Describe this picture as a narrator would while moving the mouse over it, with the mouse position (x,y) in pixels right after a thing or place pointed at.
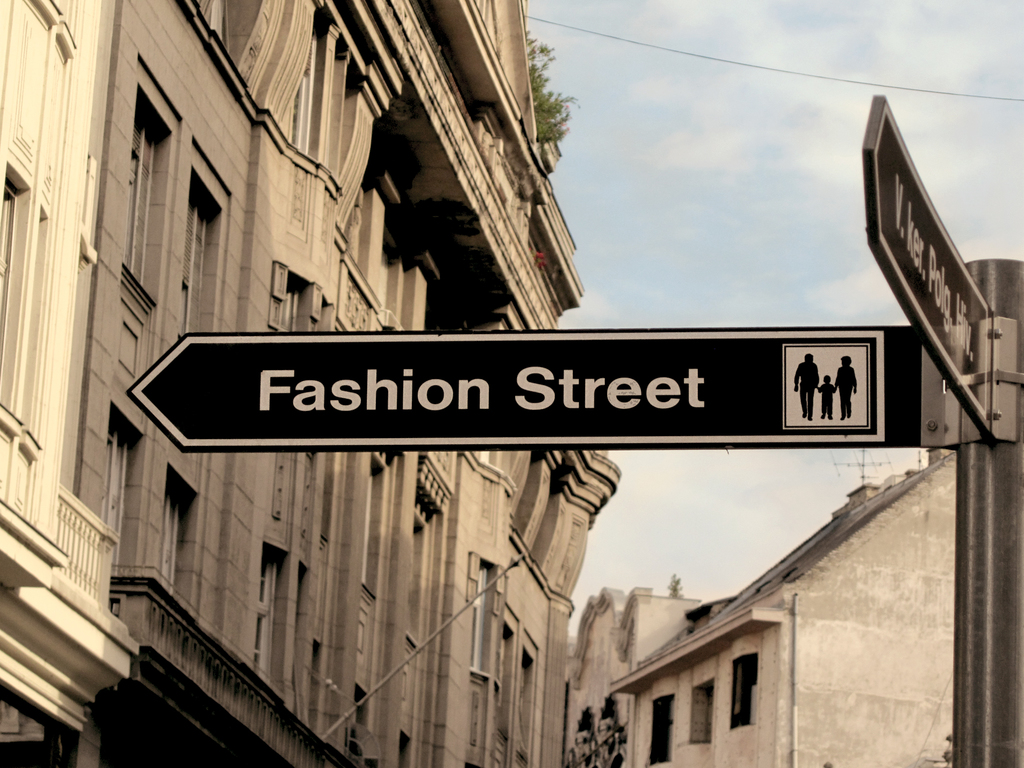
In this image we can see a sign board (943,329). Behind the sign board (972,337) buildings (813,589) are there. At the right top of the image (745,111) sky (674,206) is there with some clouds (829,124).
